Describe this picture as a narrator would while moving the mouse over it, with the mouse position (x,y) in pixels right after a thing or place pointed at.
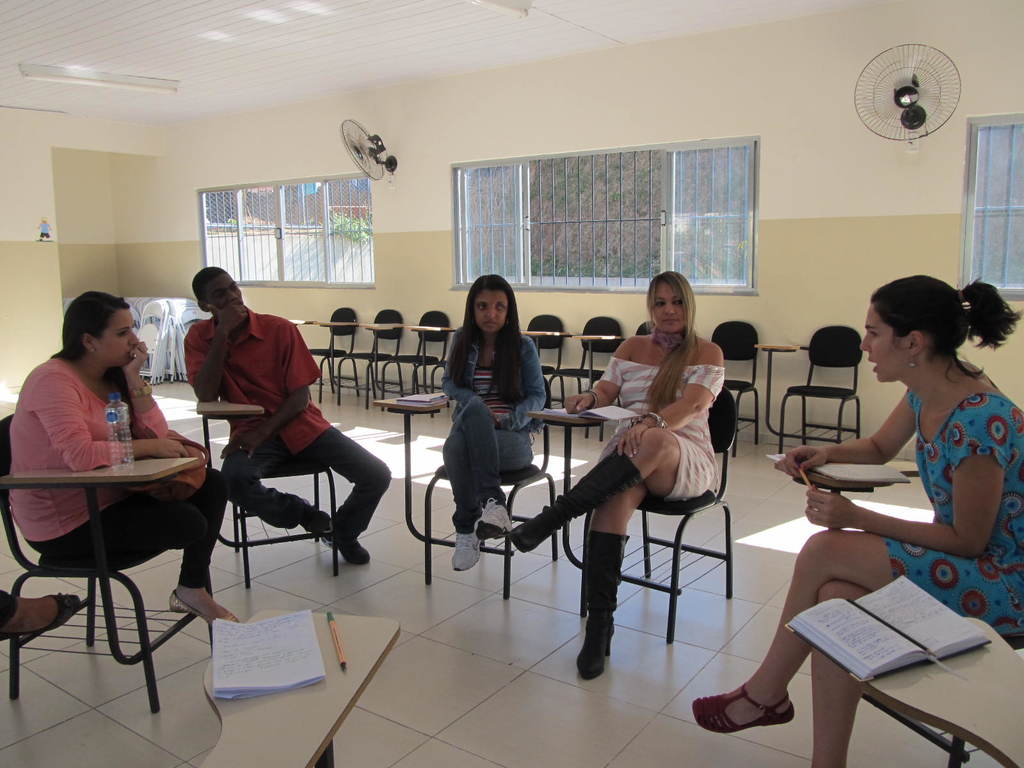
There are persons (492,355) in different color dresses (1017,540) sitting on chairs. Which are on the floor (437,711). In the background (855,393), there are chairs (730,393) arranged and glass windows (552,228), there are fans (383,164) attached to the wall (403,126), there are lights (491,3) attached to the white color roof (244,48) and there are chairs (169,358) arranged.
